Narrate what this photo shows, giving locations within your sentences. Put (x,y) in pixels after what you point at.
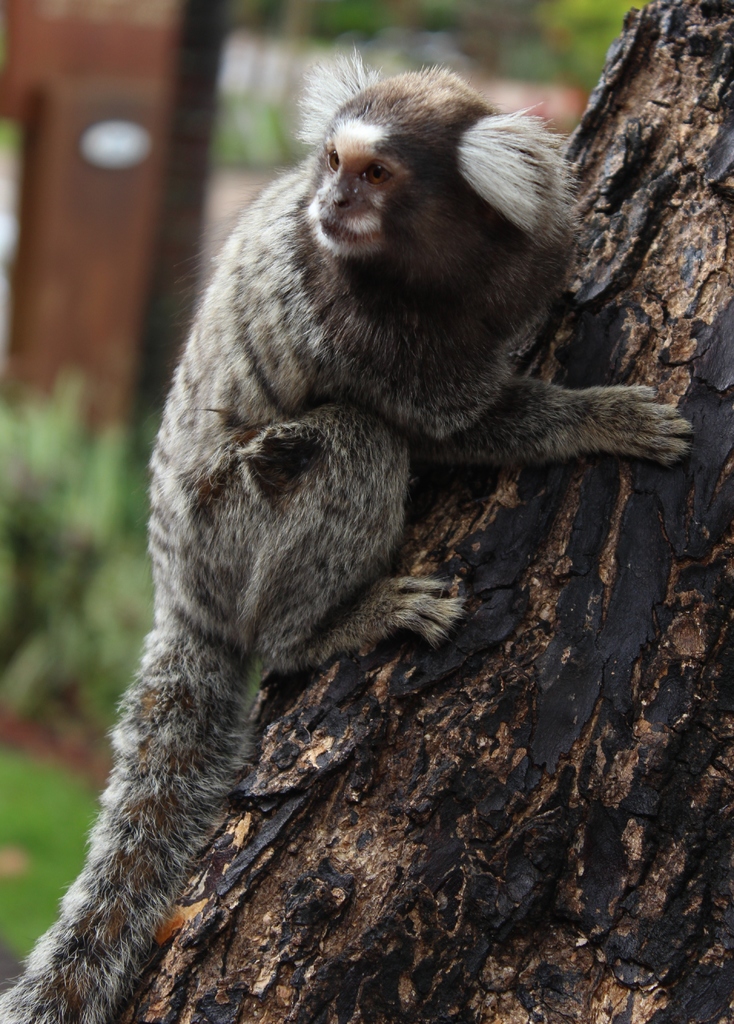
In this image there is a marmoset (324,372) in the middle (376,387) which is holding the tree (535,540). At the bottom (57,701) there are plants (72,511). In the background (235,52) it looks blurry.
